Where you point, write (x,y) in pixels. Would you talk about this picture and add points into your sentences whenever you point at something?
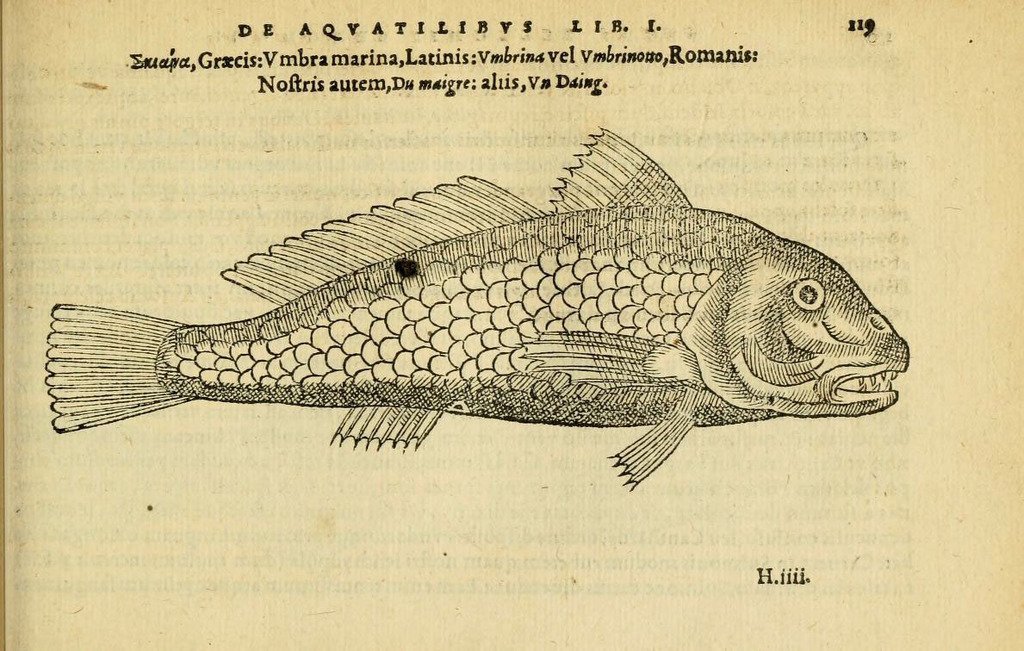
In this image there is a diagram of a fish (728,385), and there are words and a page number (856,27) on the paper (428,556).
